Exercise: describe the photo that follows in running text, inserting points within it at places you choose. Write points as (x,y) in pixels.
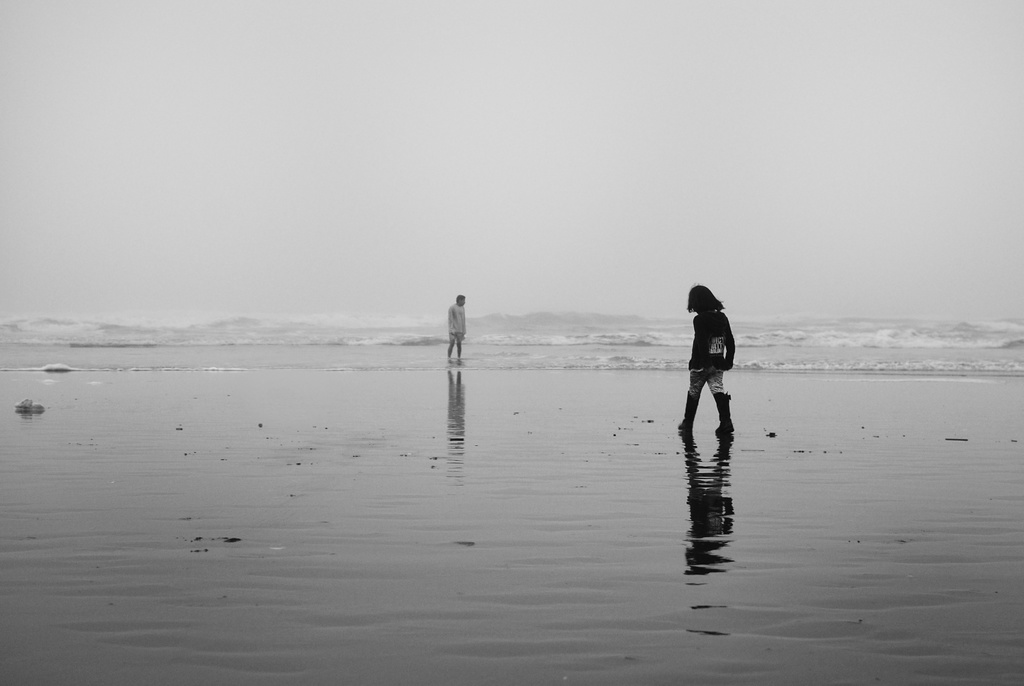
In this image I can see two persons (463,314) are standing. I can also see water (625,351) in background (536,311) and I can see this image is black and white in colour.
